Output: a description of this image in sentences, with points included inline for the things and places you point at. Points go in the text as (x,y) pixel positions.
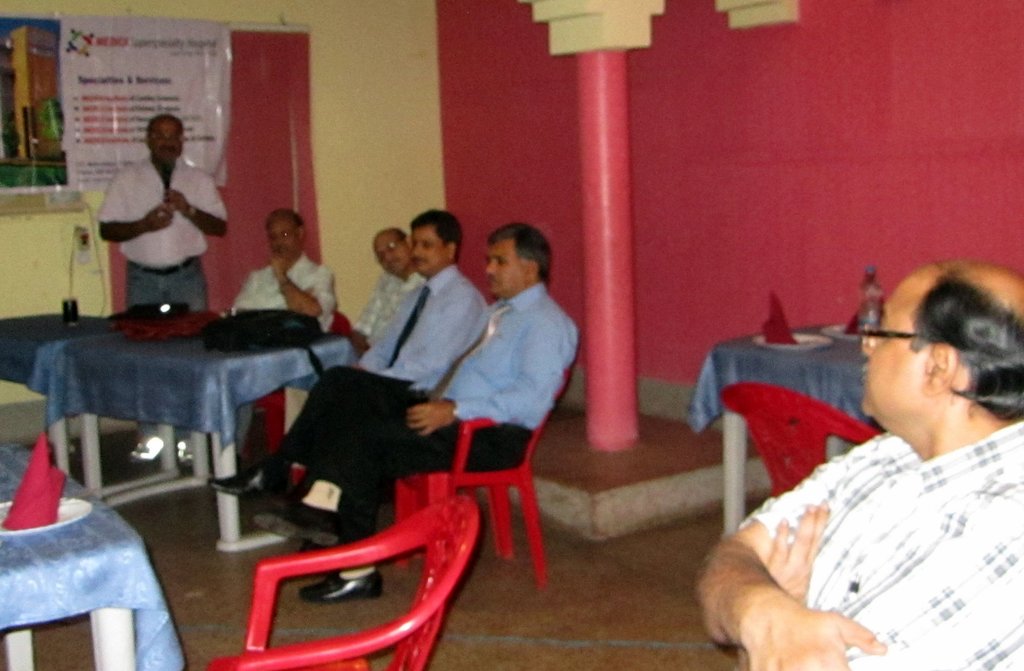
This persons (894,624) are sitting, in-front of this person (386,335) there is a table (158,377). On a table (108,328) there are bags (228,326). This person (173,236) is standing and holding a mic (169,183). A poster (186,100) is attached to a wall (442,45). Wall (791,135) and pillar (613,227) are in pink color. On this table (90,572) there is a plate (82,509) and cloth (23,490). On this table (821,358) there is a bottle (882,324).
